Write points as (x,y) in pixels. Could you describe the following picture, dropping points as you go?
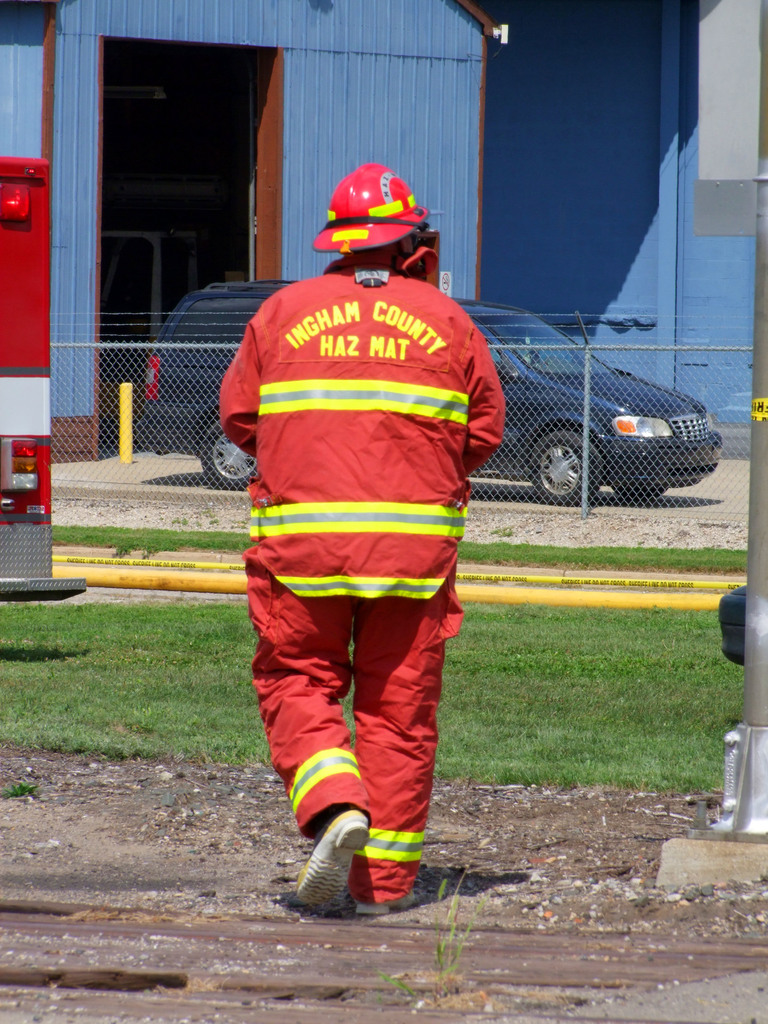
In the picture we can see a person (408,802) walking and is wearing a red color jacket (241,431) and a cap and in the background (519,45), we can see a fencing wall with poles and behind it, we can see a car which is blue in color and some shed (581,257) which is also blue in color.
